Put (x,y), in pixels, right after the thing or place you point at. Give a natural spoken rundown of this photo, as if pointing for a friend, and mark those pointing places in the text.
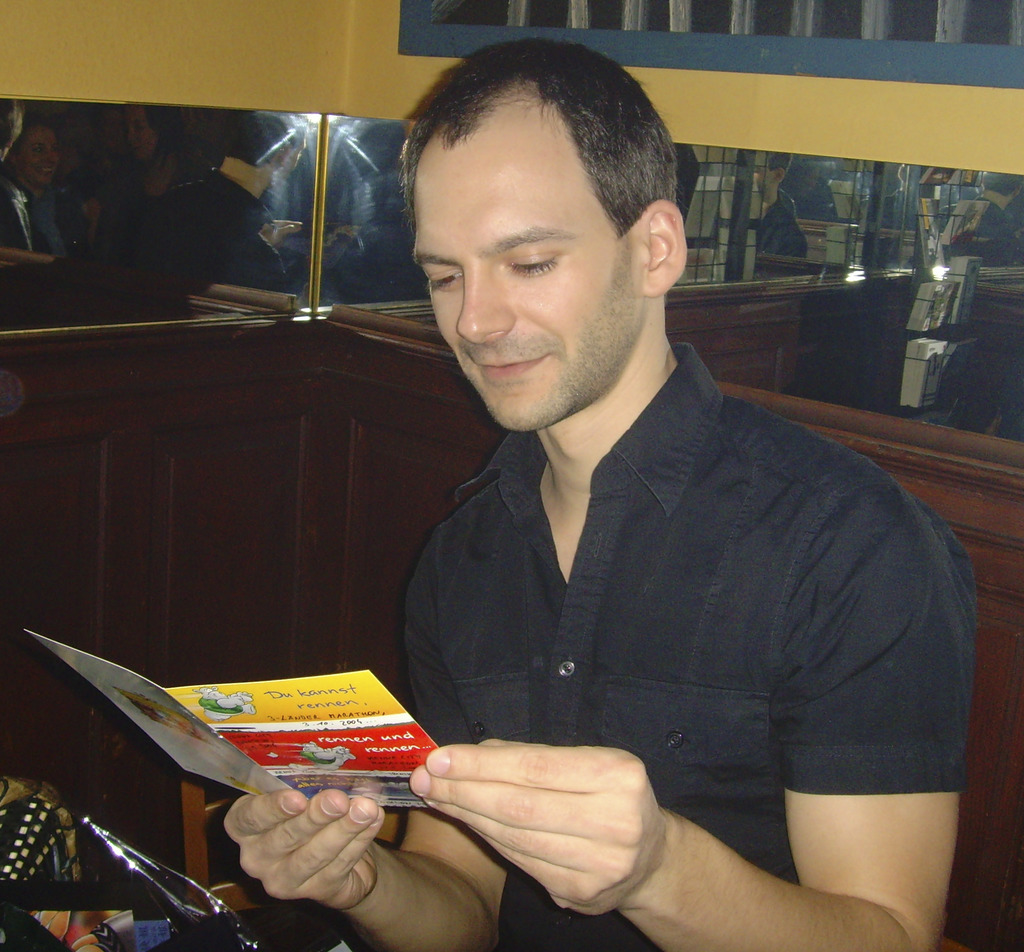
In this image, we can see a person (576,243) in front of the wall (883,451) wearing clothes (682,627) and holding a card (255,752) with his hands (305,810). There is a window (761,31) in the top right of the image (771,35).
